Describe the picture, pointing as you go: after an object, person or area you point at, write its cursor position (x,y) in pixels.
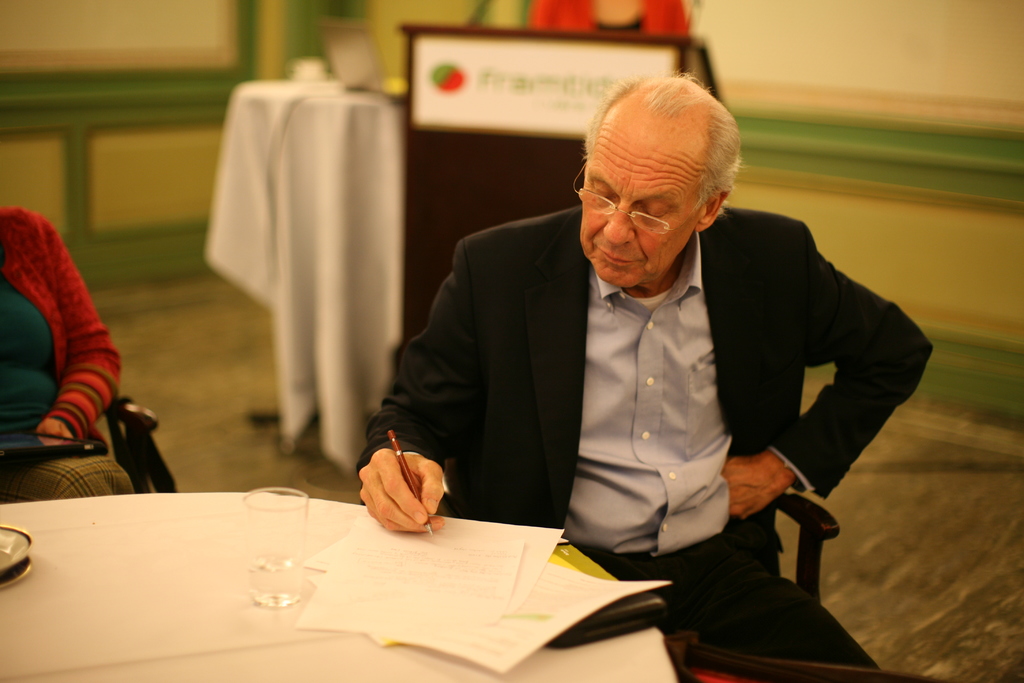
In this picture we can see a man (499,508) sitting on a chair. He is holding a pen (400,462). On the left side of the image (50,386), there is another person (45,415) sitting on a chair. In front of the two persons (19,343), there is a table (82,625) and on the table (94,625), there are papers (390,607), a glass (269,583) and an object (12,561). Behind the two persons (13,368), there is a podium (451,212), cloth (390,133), wall (204,59) and some other objects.
